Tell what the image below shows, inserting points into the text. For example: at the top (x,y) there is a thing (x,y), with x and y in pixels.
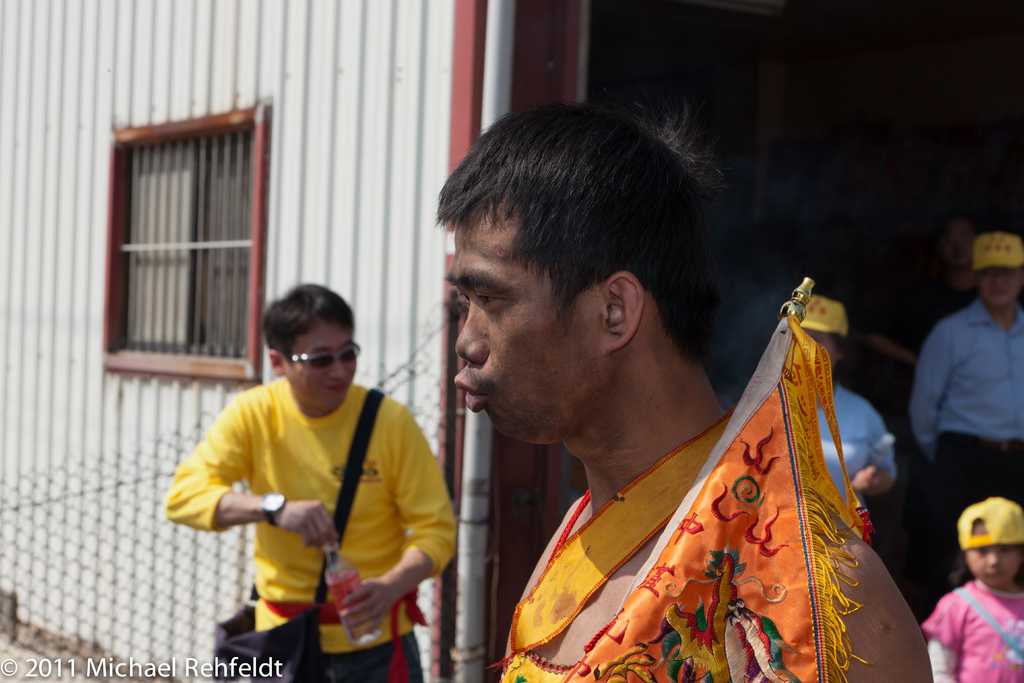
In this image we can see some people's (1000,417), flag (667,567) and some other objects (330,574). In the background of the image (427,212) there are some iron sheets (427,161), windows (248,185), fence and some other objects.
